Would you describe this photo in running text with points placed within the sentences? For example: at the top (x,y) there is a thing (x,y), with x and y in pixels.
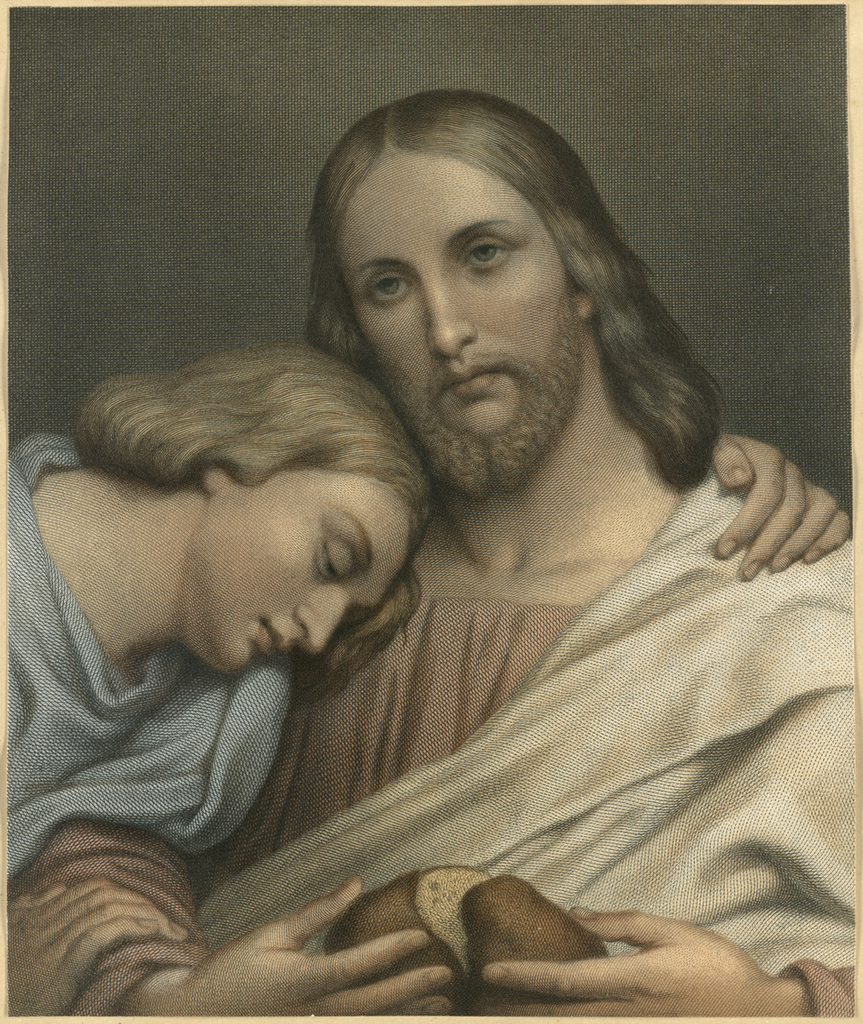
In this picture we can observe two members (346,722). One of them was a woman (342,423) and the other was a man (528,538).
